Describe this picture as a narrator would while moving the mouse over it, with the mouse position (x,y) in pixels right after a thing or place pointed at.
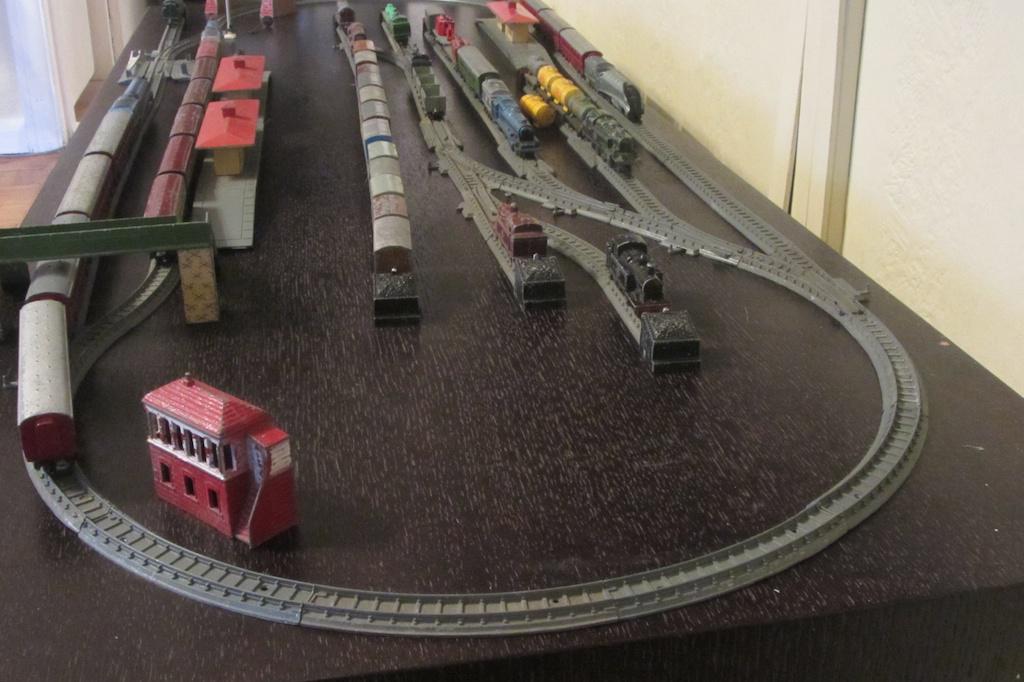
In this image we can see the toy trains (73,205) and toy railway tracks (510,187). In the background (715,66) there are walls (938,107).
